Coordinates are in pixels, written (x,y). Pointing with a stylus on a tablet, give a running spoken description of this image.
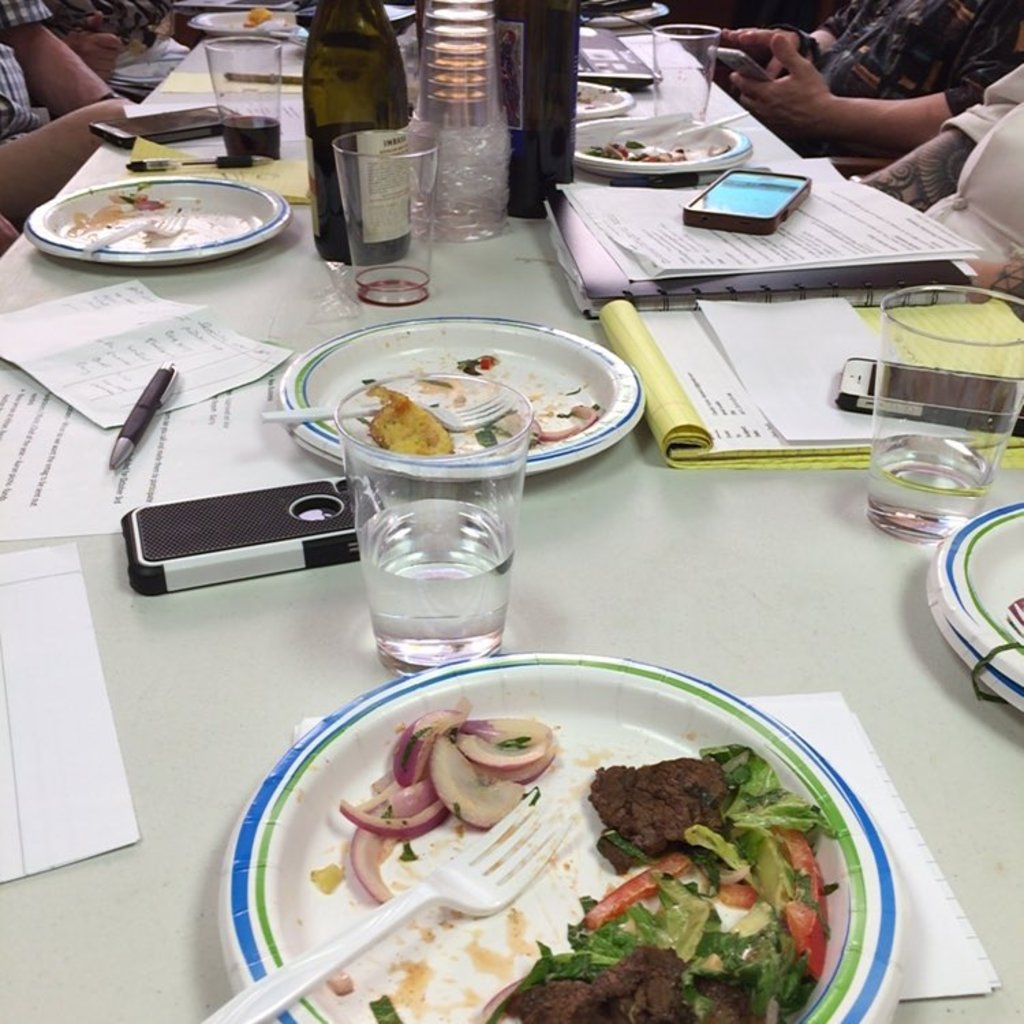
In this image we can see a table (310,670) containing a plate (863,996) with food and a fork (409,898), papers (103,830), a glass (415,632) with water (480,556), cell phone (345,530), pens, an empty glass (386,220), a bottle (370,48) and a laptop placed on the table (693,607). We can also see some people (55,1) beside the table (751,694). There is a person (741,107) on right side (724,31) using a cellphone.
